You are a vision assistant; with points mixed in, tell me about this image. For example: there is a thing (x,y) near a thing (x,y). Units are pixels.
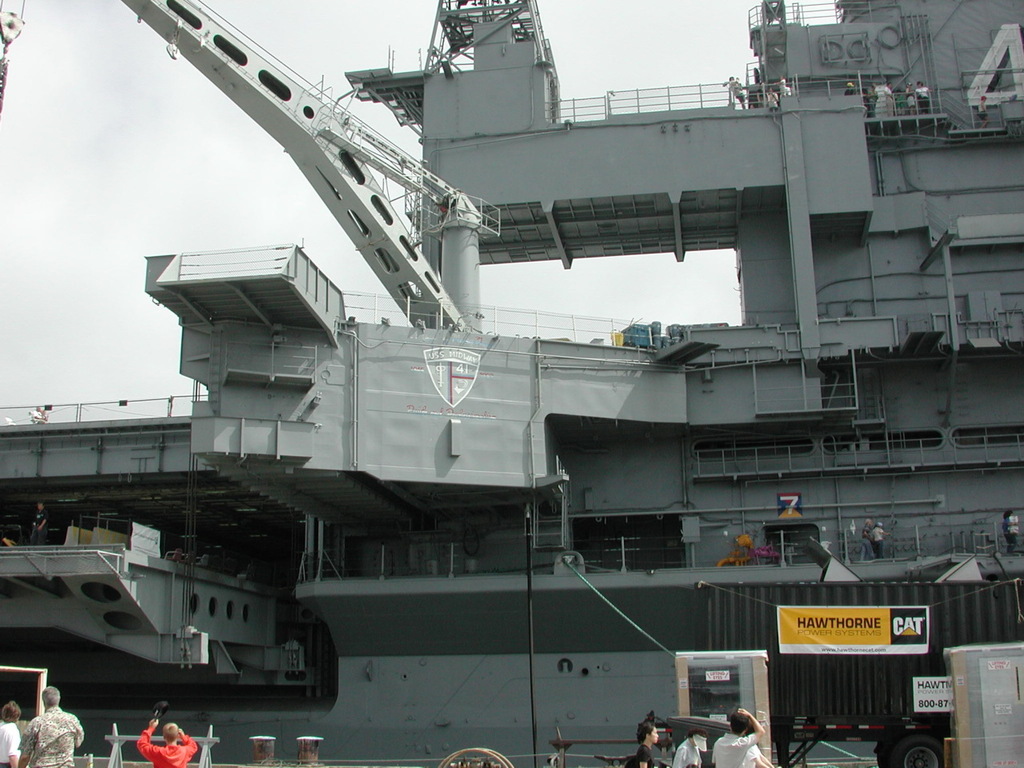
In this image I can see number of people (695,756) on the all sides of this image. I can also see few boards (783,633) on the right side (818,638) and on it I can see something is written. In the background (699,510) I can see a ship like thing (235,347).
